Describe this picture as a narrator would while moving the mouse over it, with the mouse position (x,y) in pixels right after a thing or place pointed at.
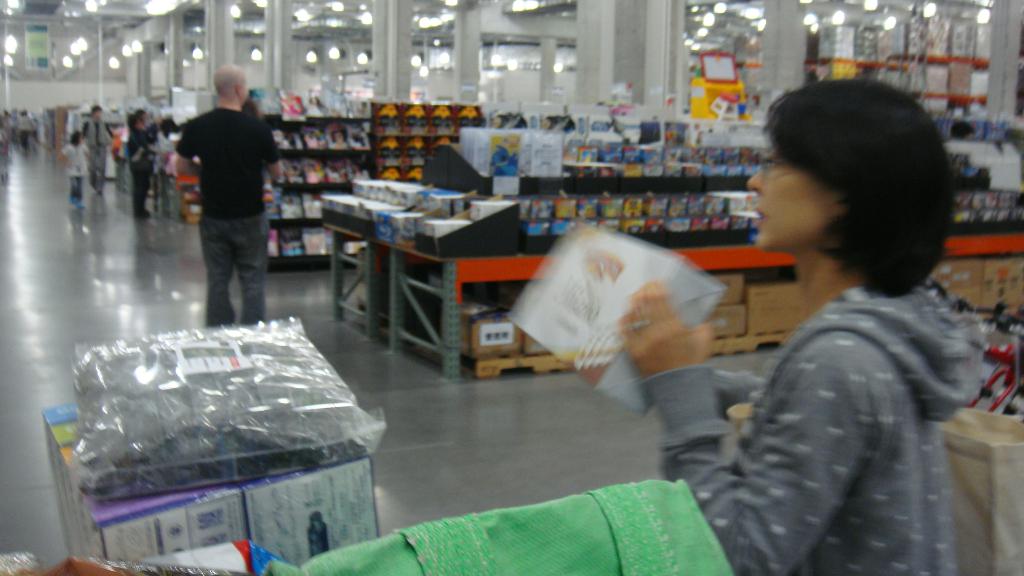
In this image we can see few persons (171,129). In the foreground (654,362) we can see a person (648,376) holding an object (634,376). Behind the person (782,398) in the foreground (776,381) we can see a group of objects (414,233) on the tables (442,263) and racks (328,149). At the top (627,63) we can see roof (247,23), poles (779,36) and lights (438,21). At the bottom (254,550) we can see few objects (1004,501).
